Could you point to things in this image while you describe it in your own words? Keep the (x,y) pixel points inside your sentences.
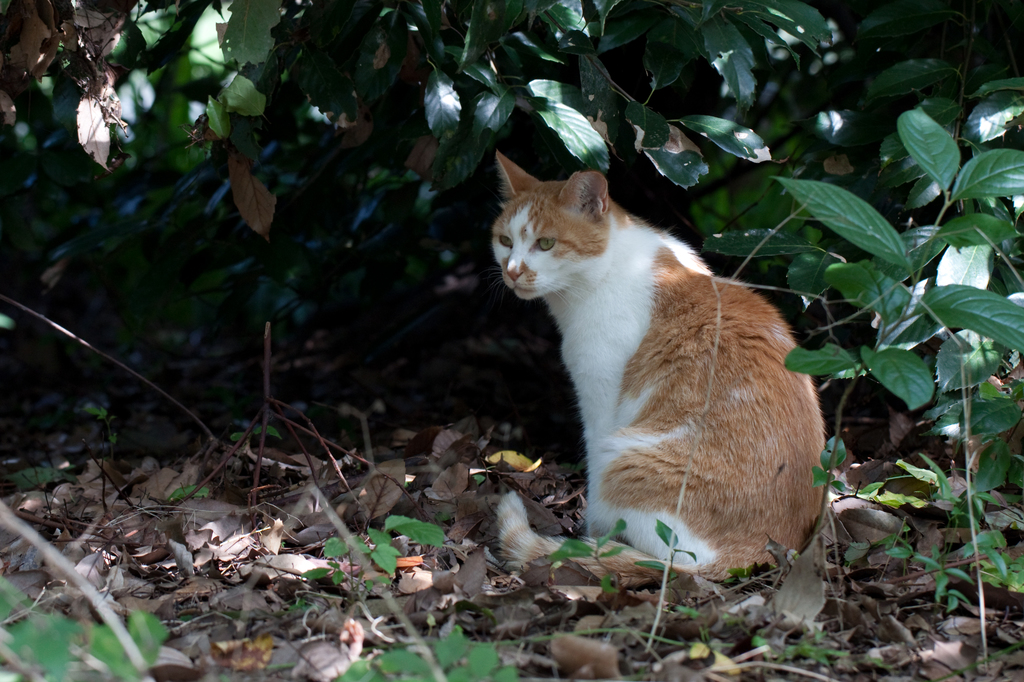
In the center of the image (588,392) we can see one cat (657,368), which is brown and white color. In the background (1010,248), we can see plants (1013,268), dry leaves (453,540) and a few other objects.
